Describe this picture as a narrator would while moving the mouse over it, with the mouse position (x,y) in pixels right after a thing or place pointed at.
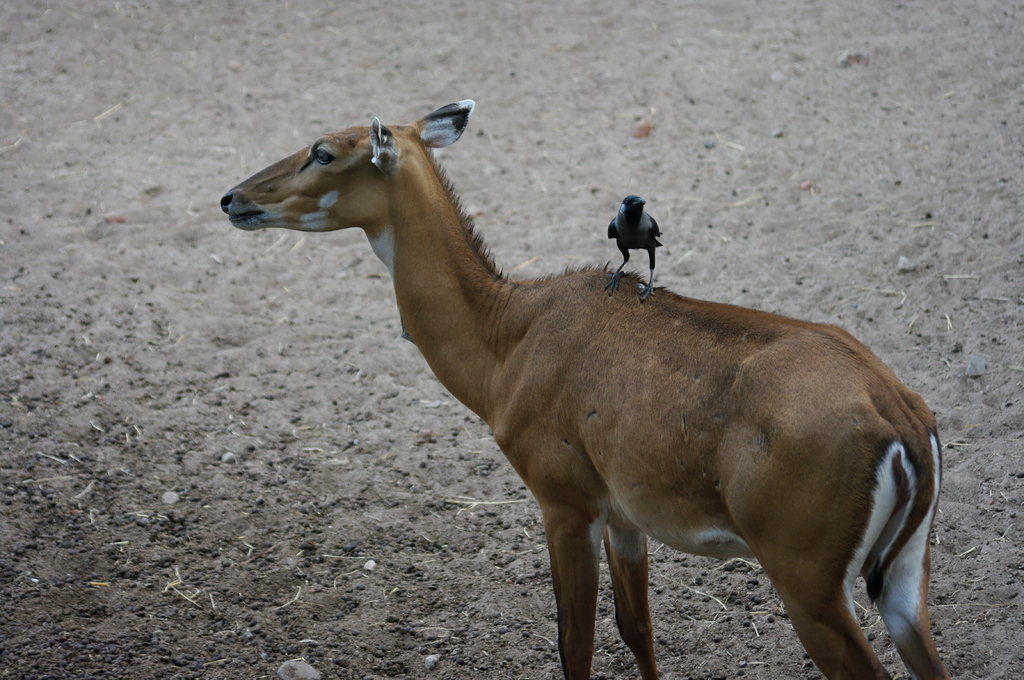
In this image we can see a crow (629,217) on the deer (448,314). In the background of the image (974,608) there is ground (691,628).
